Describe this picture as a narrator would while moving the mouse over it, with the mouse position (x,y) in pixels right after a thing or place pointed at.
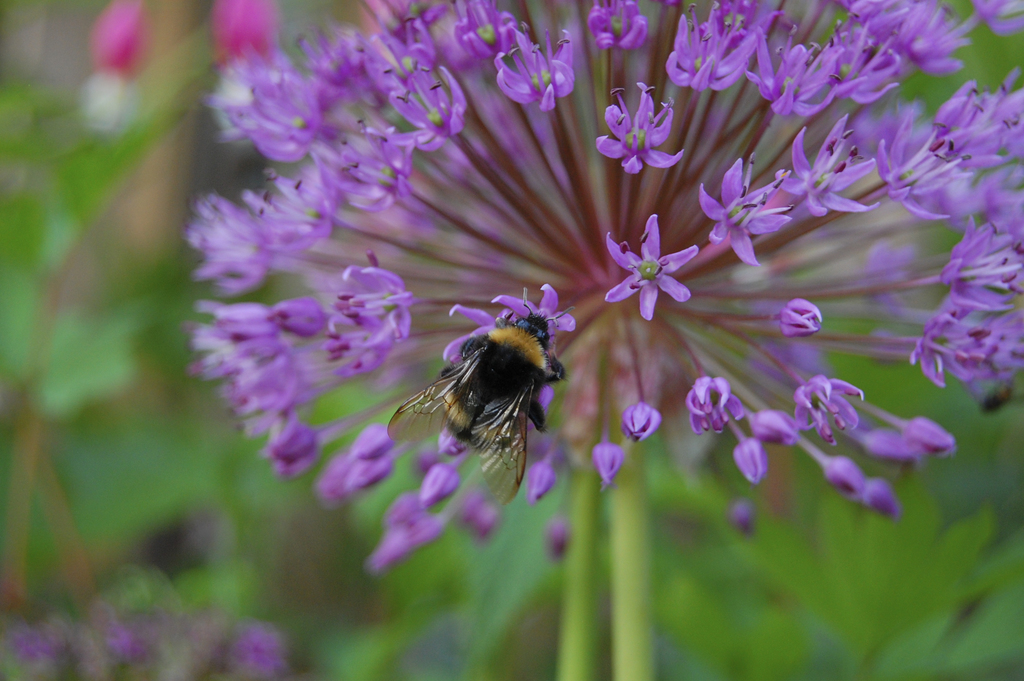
We can see insect (443,410) on flower (634,334). We can see flowers (306,201) and buds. In the background (450,647) it is blur.
